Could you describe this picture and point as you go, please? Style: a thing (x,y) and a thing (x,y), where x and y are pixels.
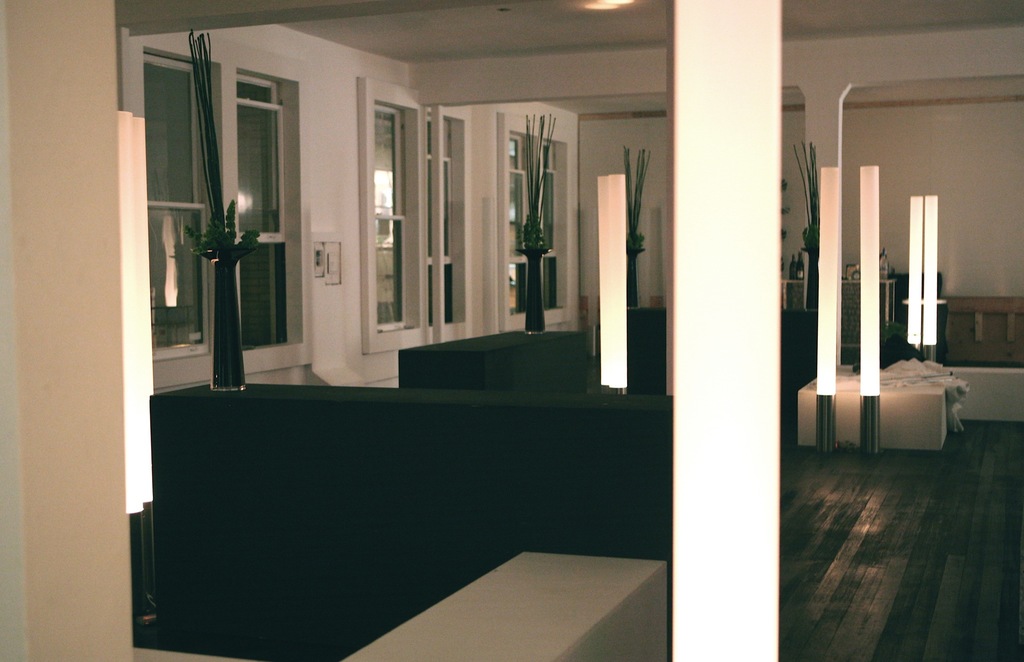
This picture is clicked inside. In the foreground (511,482) we can see the flower vases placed on the top of the green color tables (506,408). On the right (903,277) we can see the lights (874,408) and many number of objects (923,433) placed on the ground (876,586). In the background (962,143) there is a wall (963,150), pillars (767,110) and windows (513,166). At the top (571,15) there is roof (608,12) and the ceiling lights (617,3).
